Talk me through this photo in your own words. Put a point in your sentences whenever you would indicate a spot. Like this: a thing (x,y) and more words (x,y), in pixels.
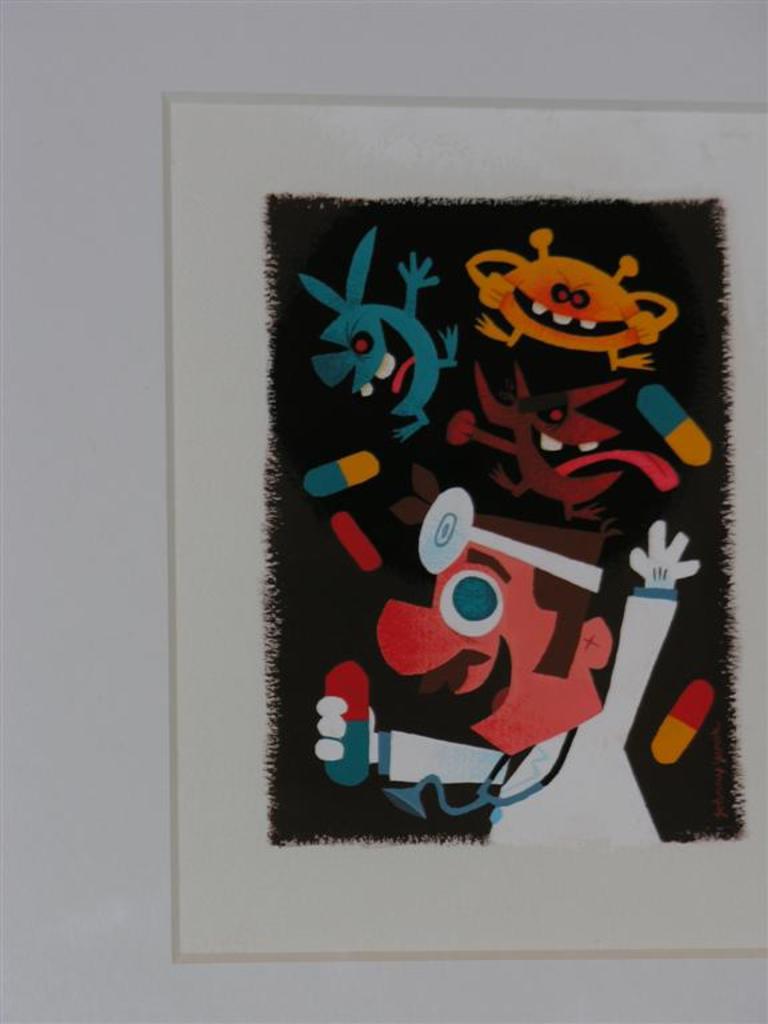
In this image we can see a poster (345,459) on which cartoon painting (546,600) is there.
